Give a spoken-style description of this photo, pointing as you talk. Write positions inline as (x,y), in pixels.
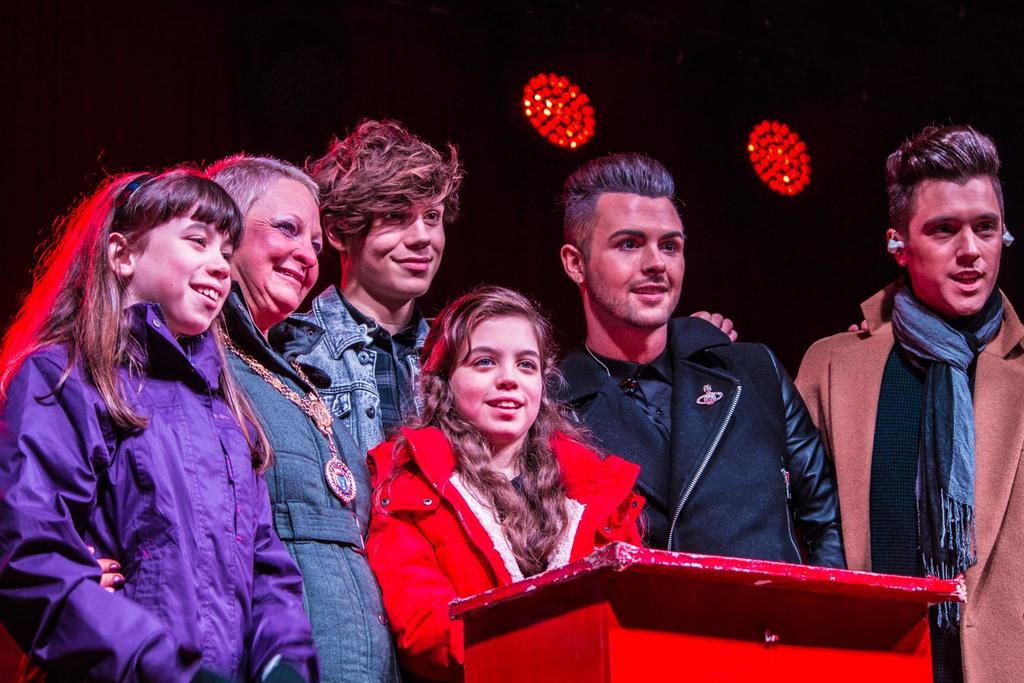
In this image I can see few people (618,447) are standing, smiling and looking at the right side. In front of these people (242,509) I can see a red color table (666,620). In the background (797,165) I can see some red color lights (582,117).
